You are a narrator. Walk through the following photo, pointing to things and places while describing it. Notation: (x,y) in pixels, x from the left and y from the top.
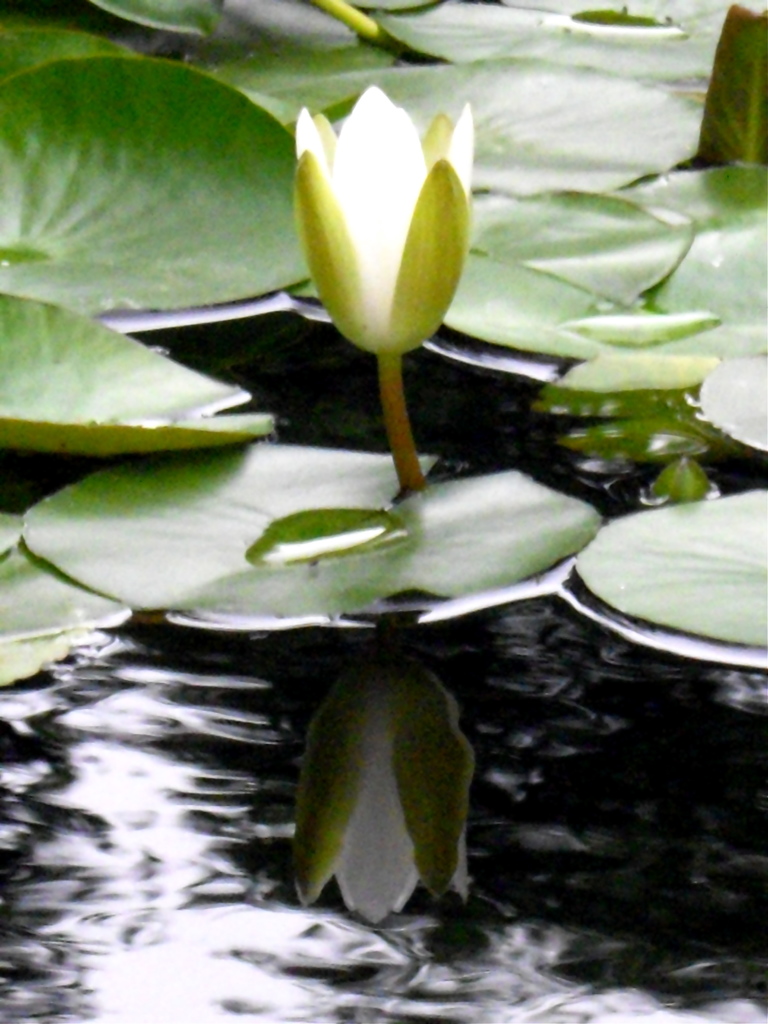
In the image there is a lotus flower (370,306) in the water surface (401,681) and around that flower (397,343) there are many leaves (593,379).
